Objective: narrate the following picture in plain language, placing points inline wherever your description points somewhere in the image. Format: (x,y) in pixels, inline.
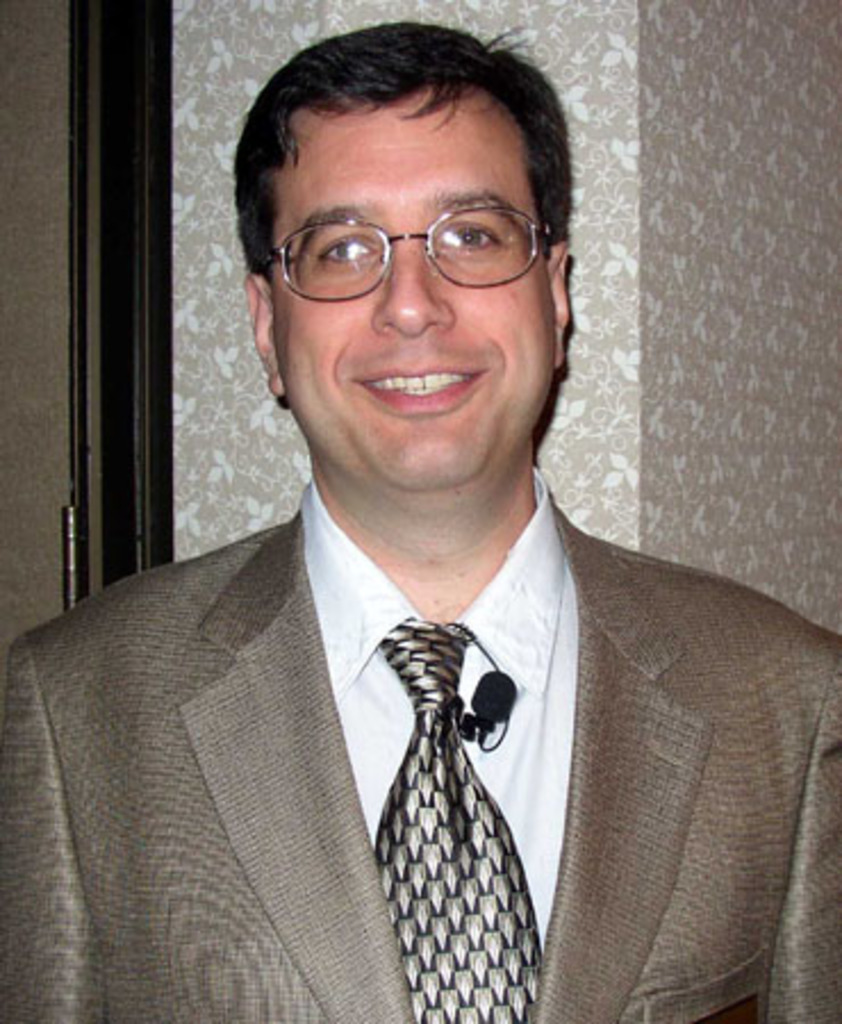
In this picture we can see a man (346,742) wearing a brown color suit (682,852) and standing in the front (605,642), smiling and giving a pose into the camera. Behind there is a wallpaper (690,44) on the wall (729,52) and door (10,151).
